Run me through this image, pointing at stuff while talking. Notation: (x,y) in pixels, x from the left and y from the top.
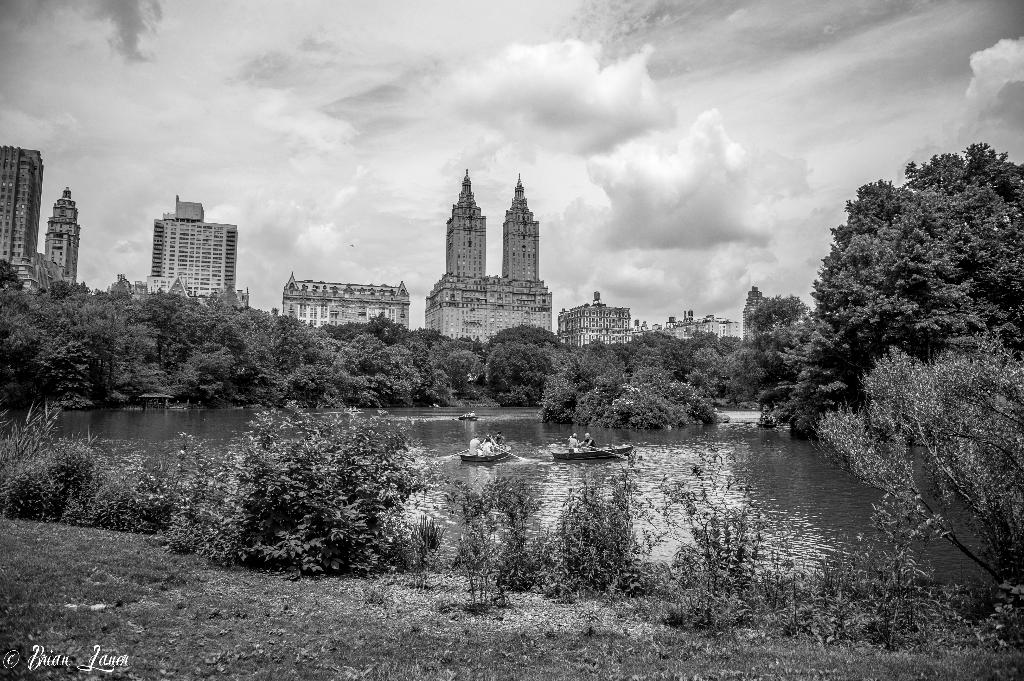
In the image in the center (651,447) we can see water (672,486), trees (1006,469), plants (481,543), grass (375,604) and boats (477,457). In the boat (629,445), we can see few people (500,441) were sitting. On the bottom left of the image, there is a watermark (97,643). In the background (419,149) we can see the sky (250,147), clouds (419,149), buildings (70,219) and trees (620,368).
